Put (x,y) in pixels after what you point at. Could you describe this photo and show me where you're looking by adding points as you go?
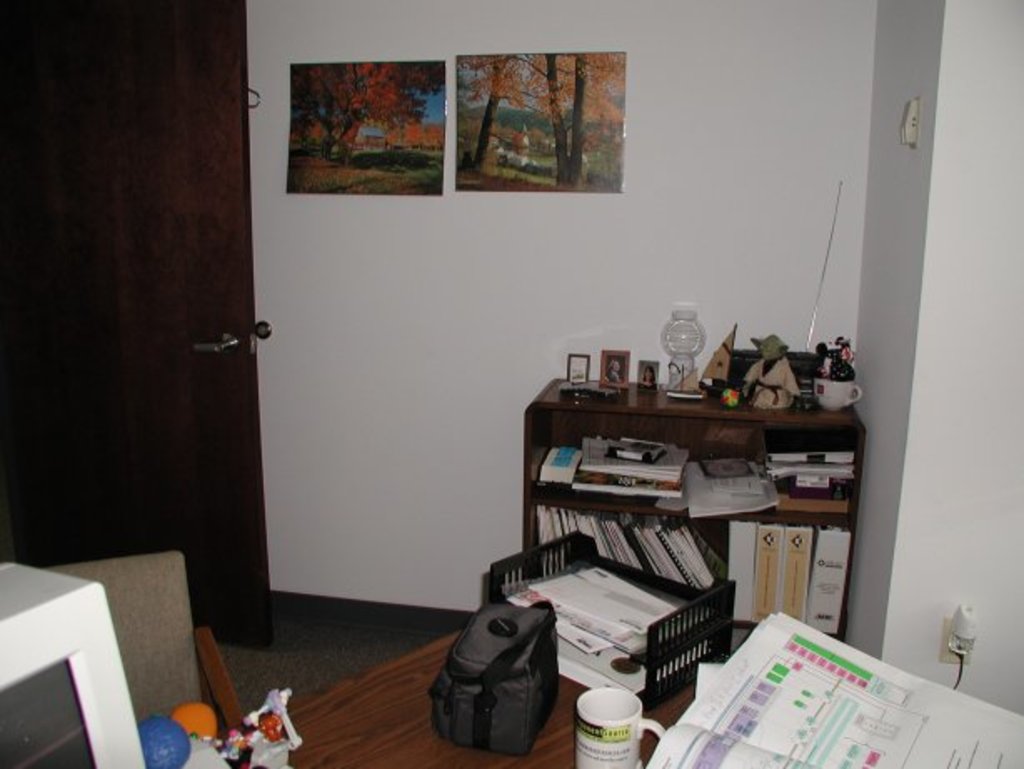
In the image we can see there is a table (408,664) on which there is a backpack (498,717), coffee mug (589,717) and a monitor (104,724) kept and there are books (787,709) and other decorative items (571,389) on the table (563,710).
